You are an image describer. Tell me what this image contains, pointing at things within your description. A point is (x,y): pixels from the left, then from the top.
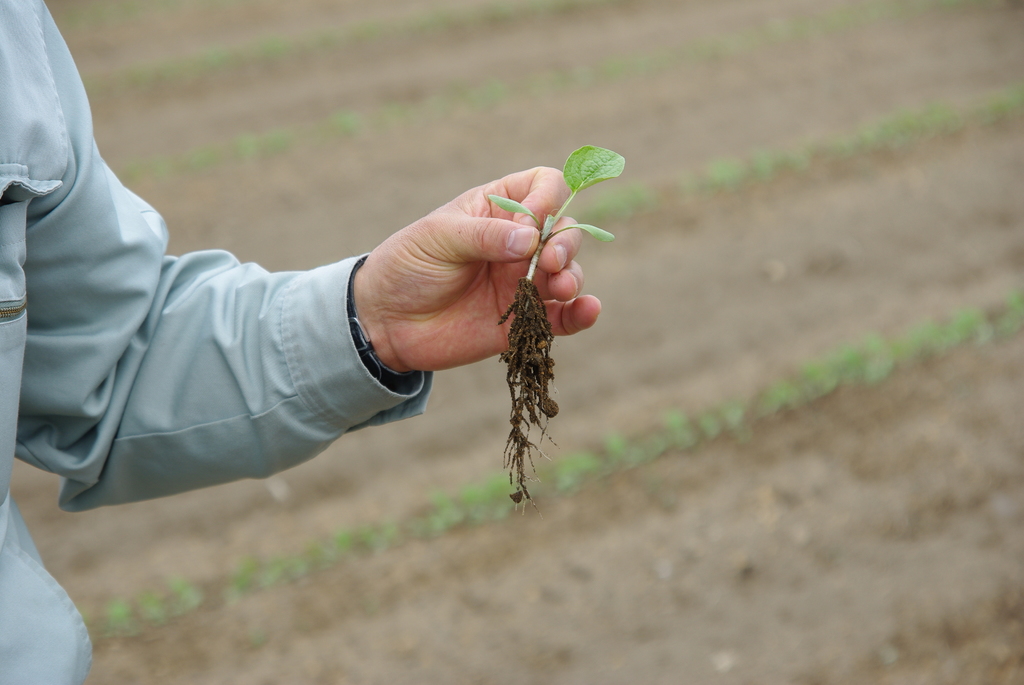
In this picture we can see a person (441,283) is holding a plant (550,234) and we can find blurry background (726,155).
